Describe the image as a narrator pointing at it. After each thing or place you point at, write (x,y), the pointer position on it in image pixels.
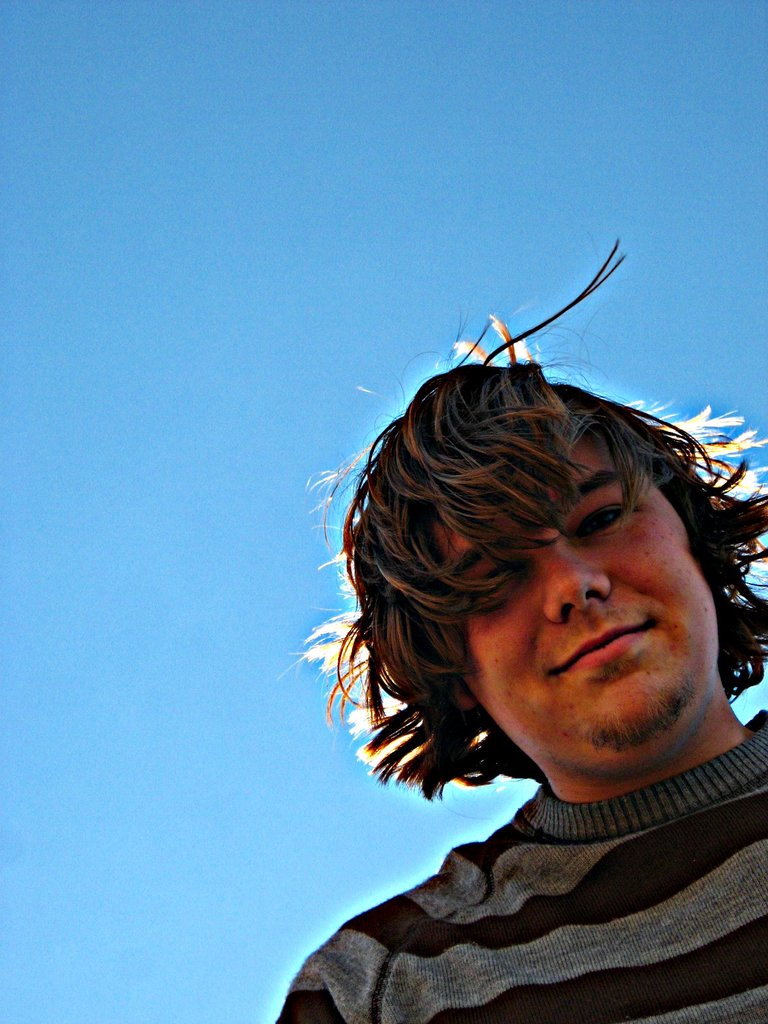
In this image I can see a man (534,903). In the background (157,890) I can see the blue sky (259,215). This image is taken during a sunny day.
